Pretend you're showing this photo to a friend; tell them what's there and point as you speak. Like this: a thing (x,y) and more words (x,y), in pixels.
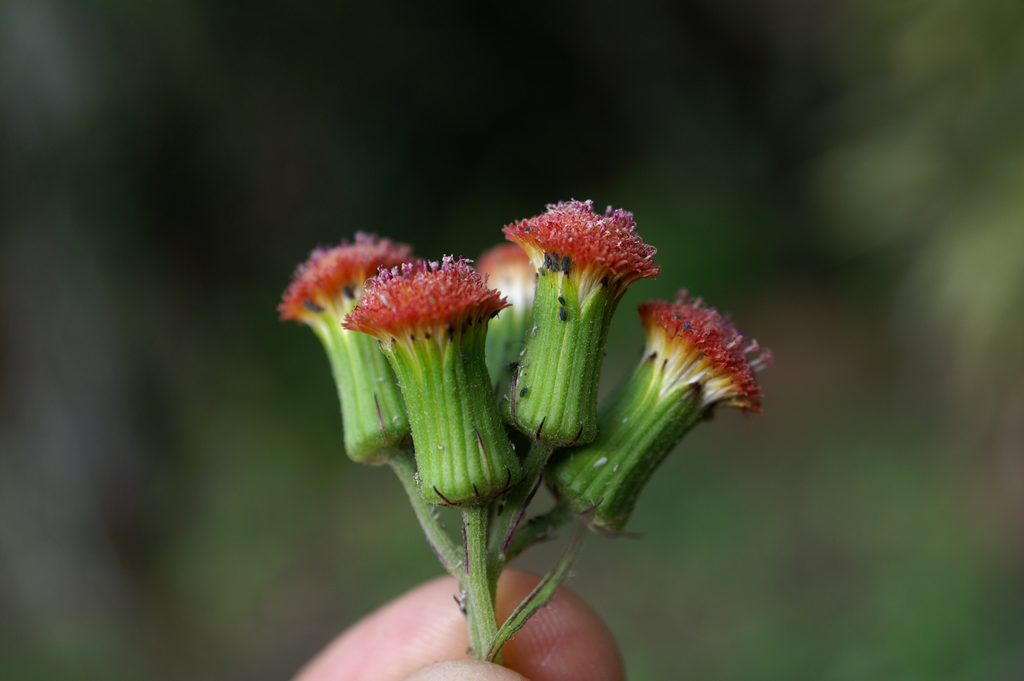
Background (801,183) portion of the picture is blur. In this picture we can see flower buds (320,256). At the bottom portion of the picture (537,647) we can see fingers (537,647).
